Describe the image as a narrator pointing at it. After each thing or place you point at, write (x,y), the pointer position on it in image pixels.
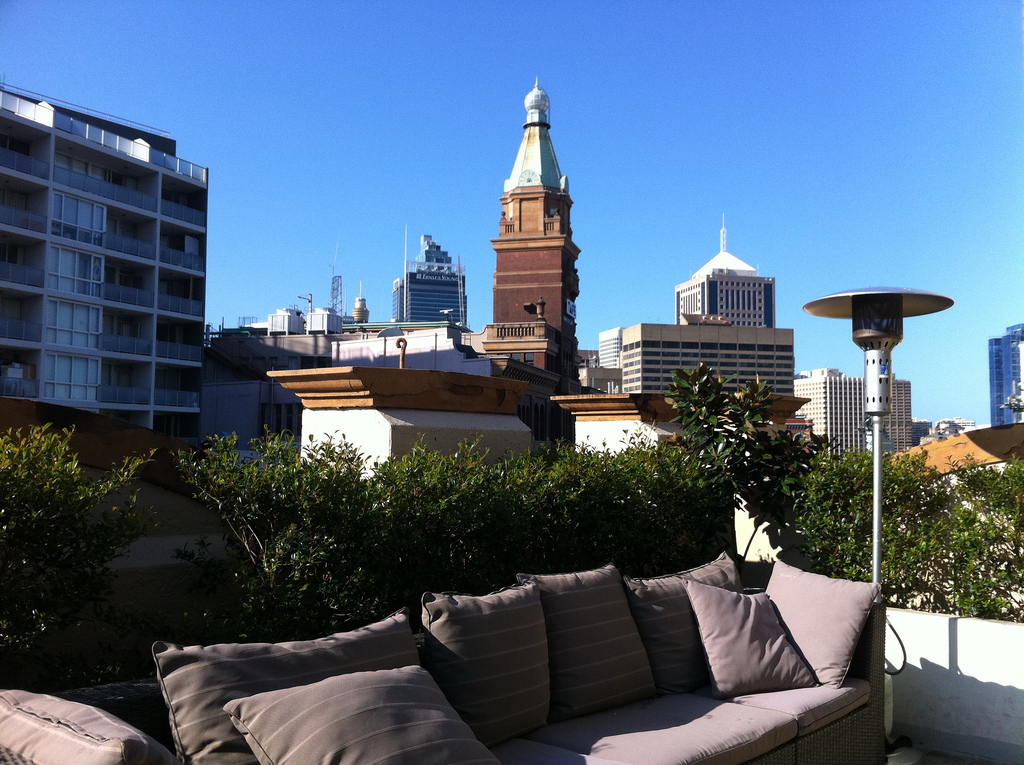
In this picture we can see a sofa (667,710), a metal rod (876,395), trees (729,440) and couple of buildings (579,381).
